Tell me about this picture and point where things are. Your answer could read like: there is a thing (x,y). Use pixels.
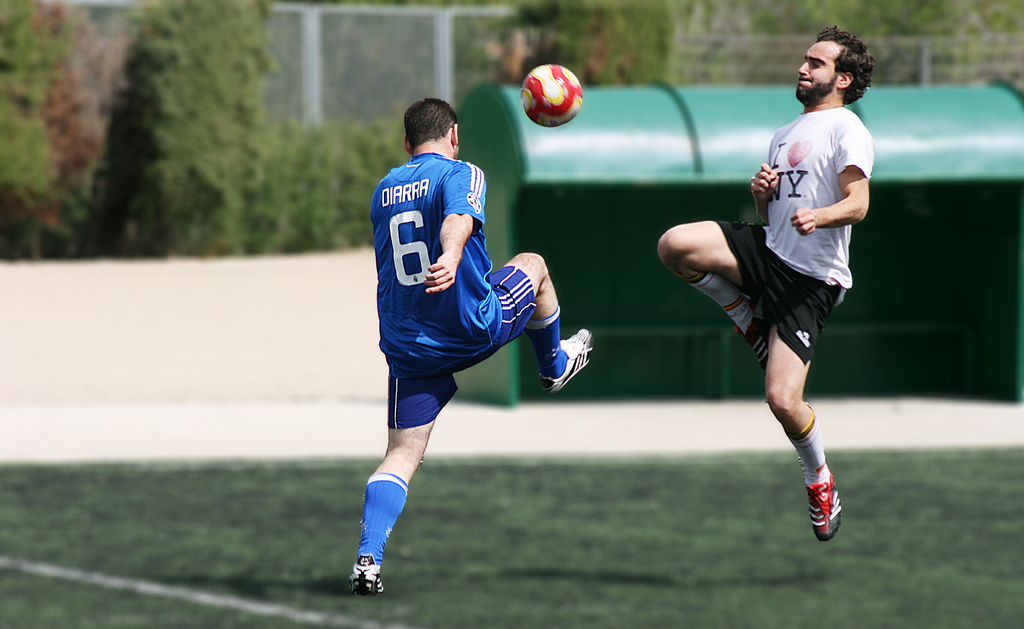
In the image there are two men (422,253) playing football. There is a ball (545,114) in the air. Behind them there is a shed (599,120). And also there are trees (263,104) and fencing (402,33) in the background (818,17).
